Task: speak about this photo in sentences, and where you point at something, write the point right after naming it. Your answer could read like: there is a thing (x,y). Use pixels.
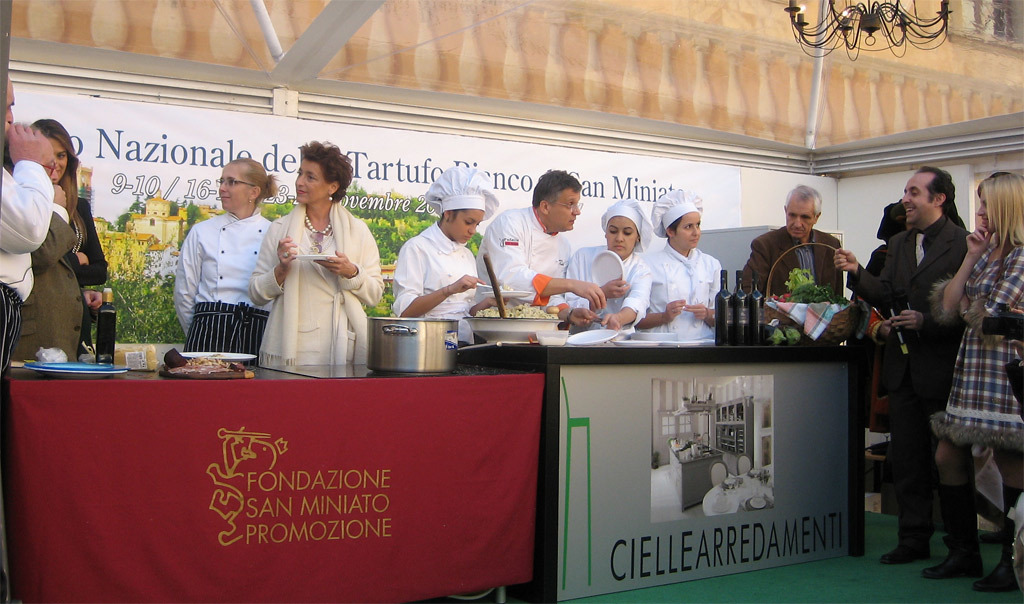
This picture describes about group of people (595,248), they are all standing, in front of them we can see few plates (54,372), bowls (543,329), bottles (737,292) and food (777,331) on the table (511,349), behind them we can see a hoarding (135,187), on top of them we can find a chandelier light (875,27).
